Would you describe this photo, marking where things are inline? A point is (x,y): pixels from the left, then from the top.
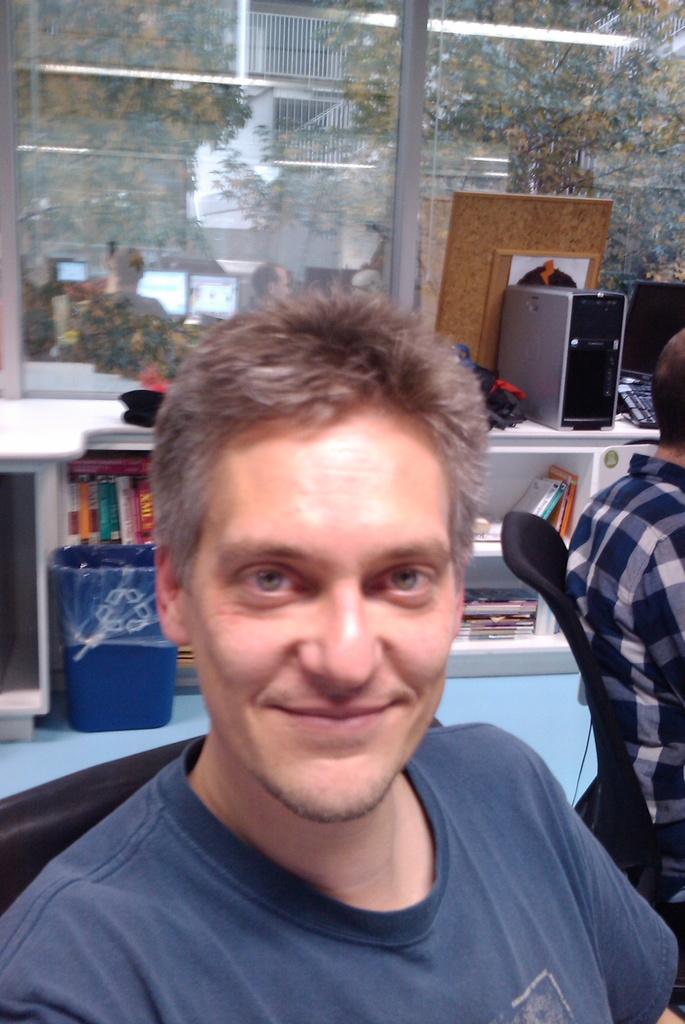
This is the picture of a place where we have a person (460,787) and behind there are some things (643,292) on the desk (42,519) and the other person (672,454) to the side.
